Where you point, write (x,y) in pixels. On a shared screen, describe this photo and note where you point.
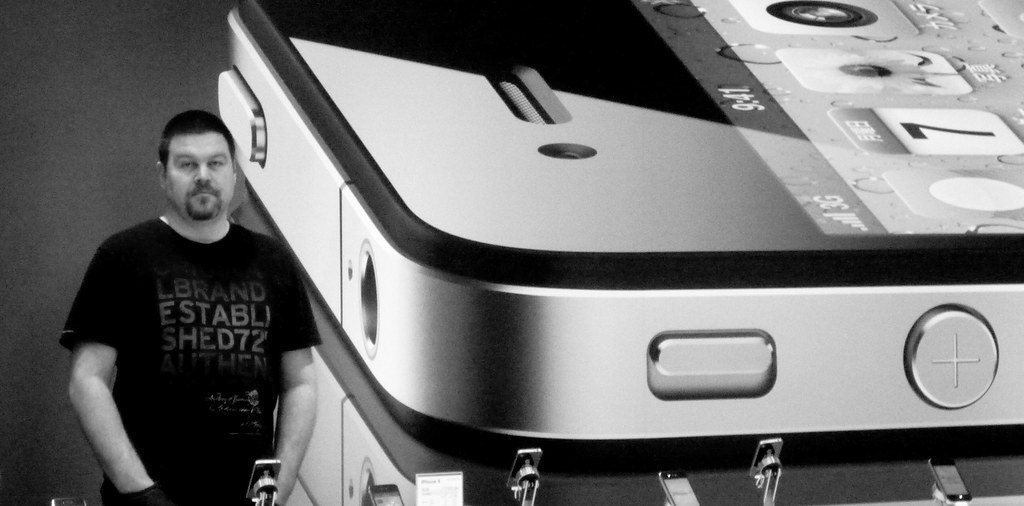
In the image we can see a man (165,309) standing, wearing clothes (212,400). This is a picture of a mobile phone (522,296), these are the gadgets (396,492).
